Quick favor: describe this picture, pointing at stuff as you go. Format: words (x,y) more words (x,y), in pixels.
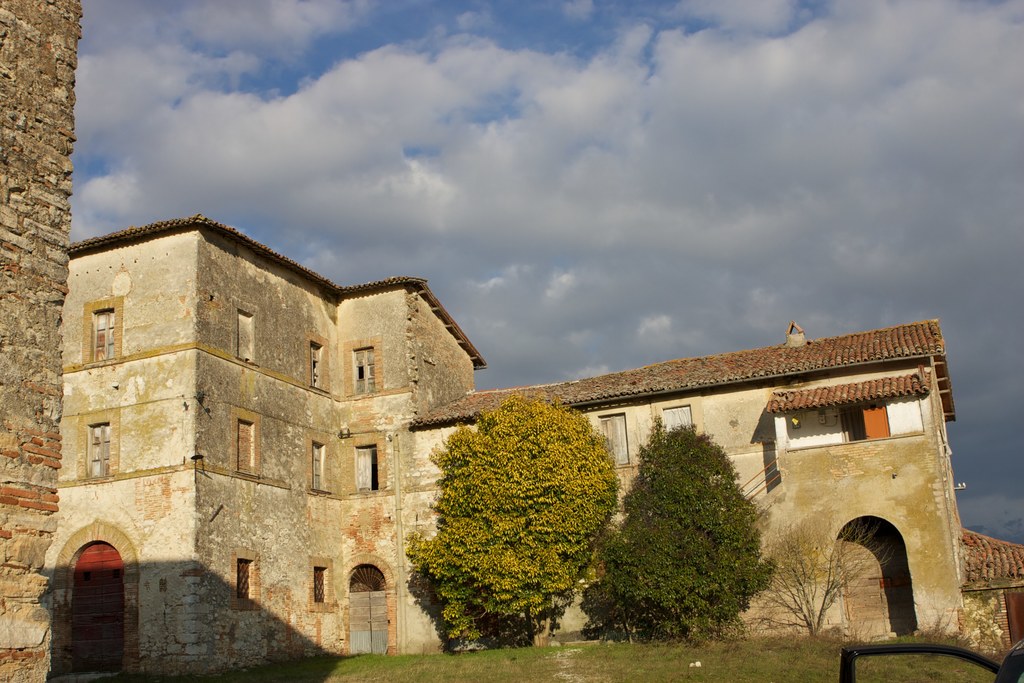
In this picture we can see the buildings (353,312), windows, doors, roofs (837,357). At the bottom of the image (528,604) we can see the grass (501,663), bushes (598,508). On the left side of the image (52,358) we can see the wall (40,467). At the top of the image (523,102) we can see the clouds (731,199) are present in the sky (570,246).
